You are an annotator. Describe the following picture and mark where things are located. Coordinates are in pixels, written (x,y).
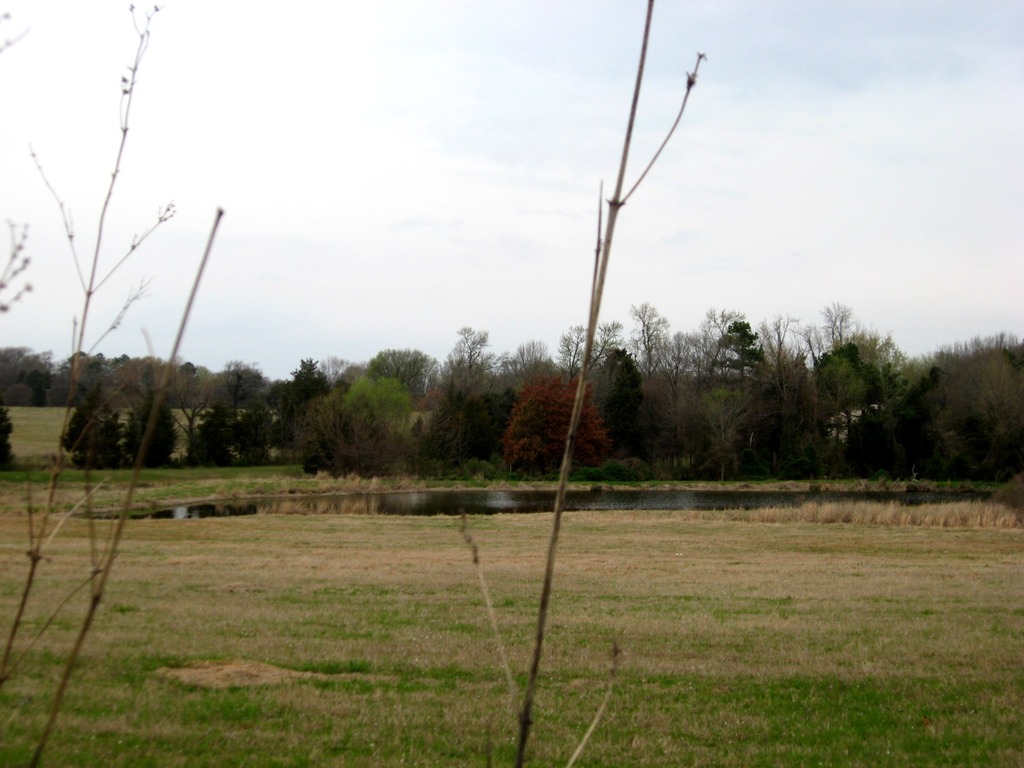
In this image I can see the ground (495,580). To the side I can see many trees (282,400) which are in red and green color. In the background (493,205) I can see the sky (376,166).
